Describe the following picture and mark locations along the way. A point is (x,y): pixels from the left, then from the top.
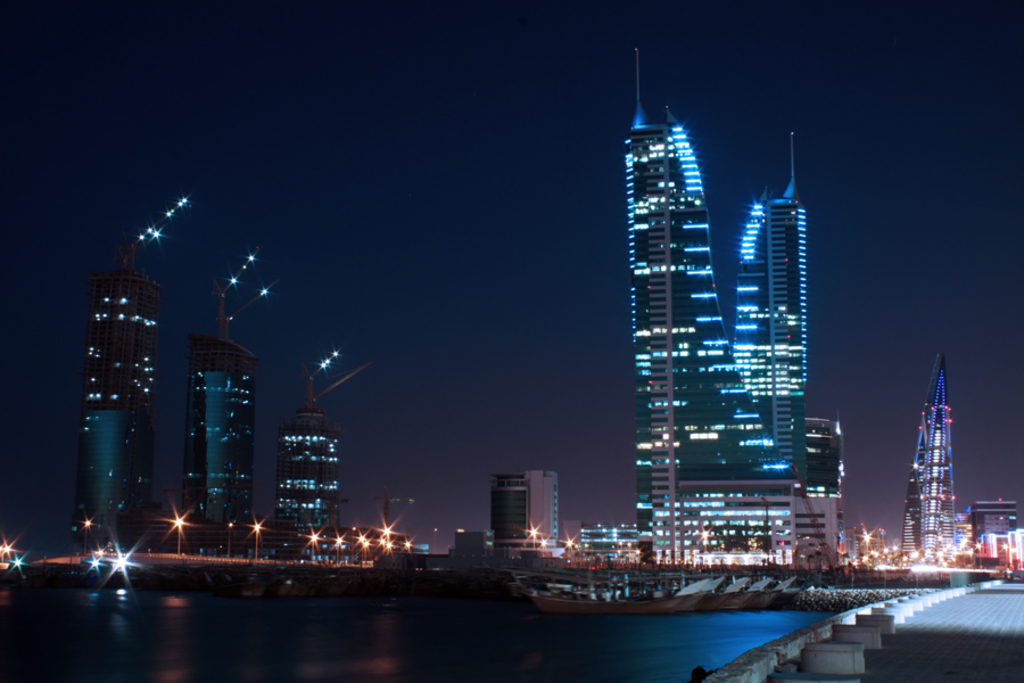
In this picture we can see some buildings (684,416) here, at the left bottom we can see water (539,655), there are some lights (939,549) in the background (943,561), we can see the sky (439,204) at the top of the picture (400,148).
